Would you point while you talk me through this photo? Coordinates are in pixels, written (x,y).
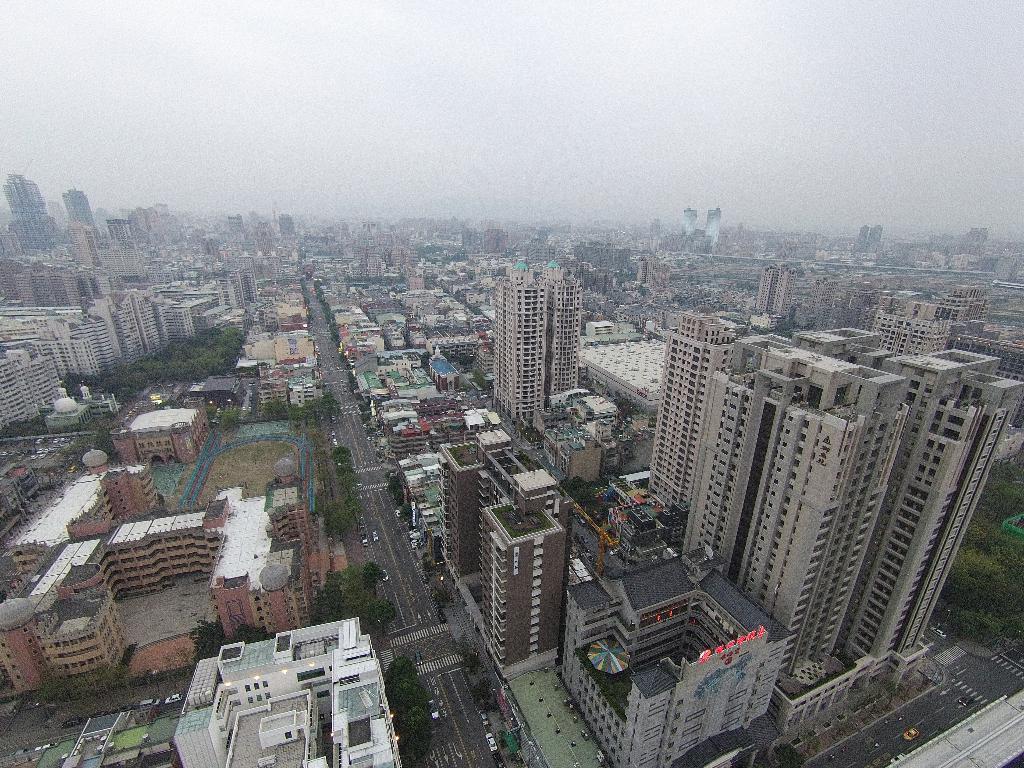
In this image we can see many buildings (386,435), there are trees (348,587), there are many cars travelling on the road (402,540), there is a sky (708,107).
